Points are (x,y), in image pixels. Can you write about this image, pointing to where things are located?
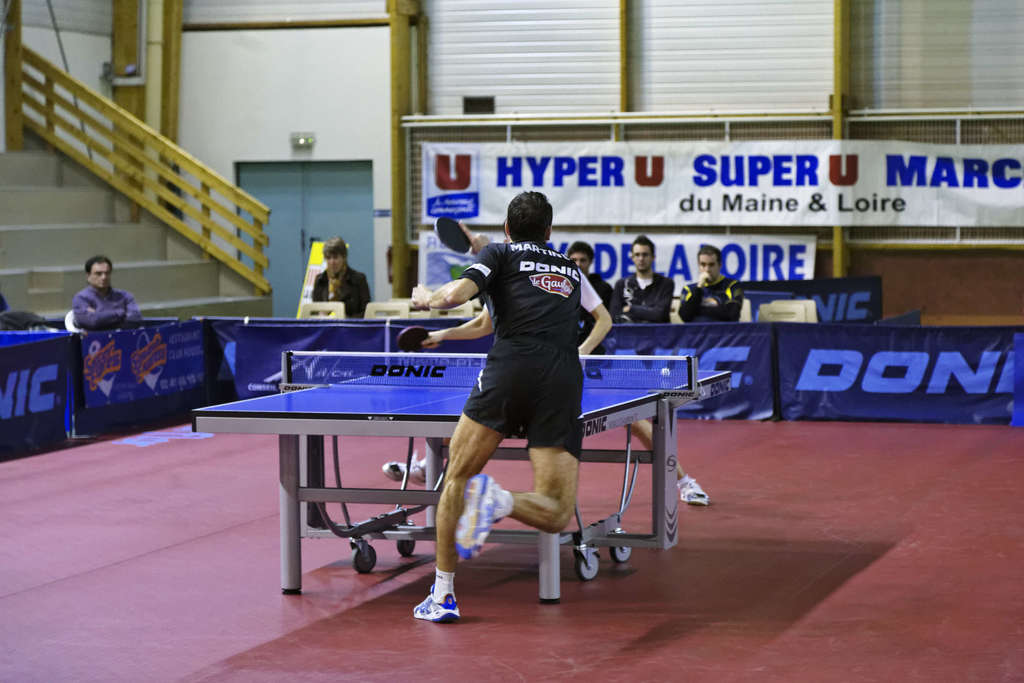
In the middle (507,369) on the floor (509,472) there is a man (505,376) with black dress (544,337) is running and in front of him there is a table tennis board (336,417) with net (607,362). Behind him there are few posters (24,430). Behind the posters (57,415) there are few people (623,307) sitting. In the background (45,240) there are steps (99,186) with railing (57,118). Also there is a wall (407,171) with doors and posters (702,177).
